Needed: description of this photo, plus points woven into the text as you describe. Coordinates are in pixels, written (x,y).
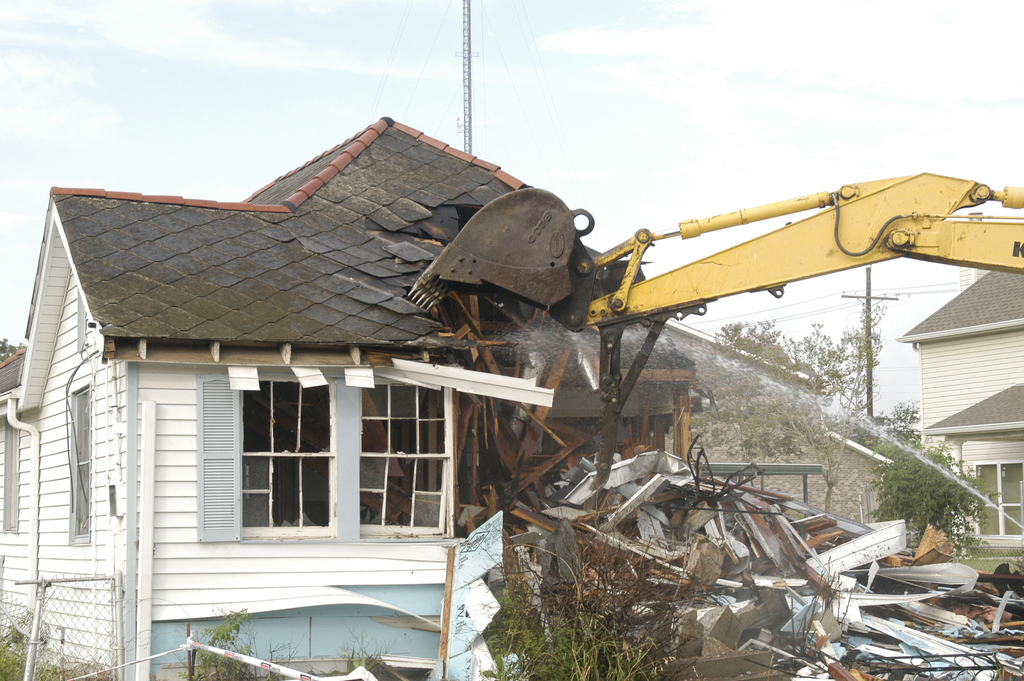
On the right side of the image (983,236) we can see a crane (714,281) excavating a building (313,304). In the background (941,505) there are trees (961,498), poles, shed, fence (65,639) and sky (265,95).
